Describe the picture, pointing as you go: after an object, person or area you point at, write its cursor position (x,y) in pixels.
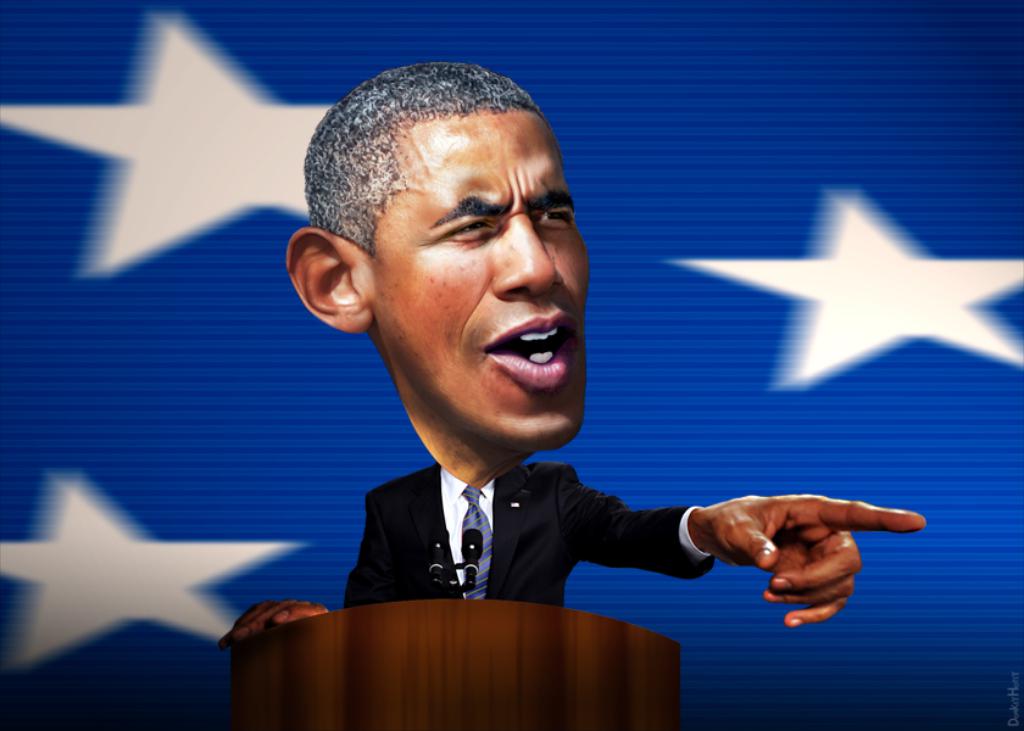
In this picture we can see a person (483,433) standing in front of the podium (486,621). We can see two microphones (446,582) on this podium (600,648). There are a few stars (125,204). Background (645,61) is blue in color.
